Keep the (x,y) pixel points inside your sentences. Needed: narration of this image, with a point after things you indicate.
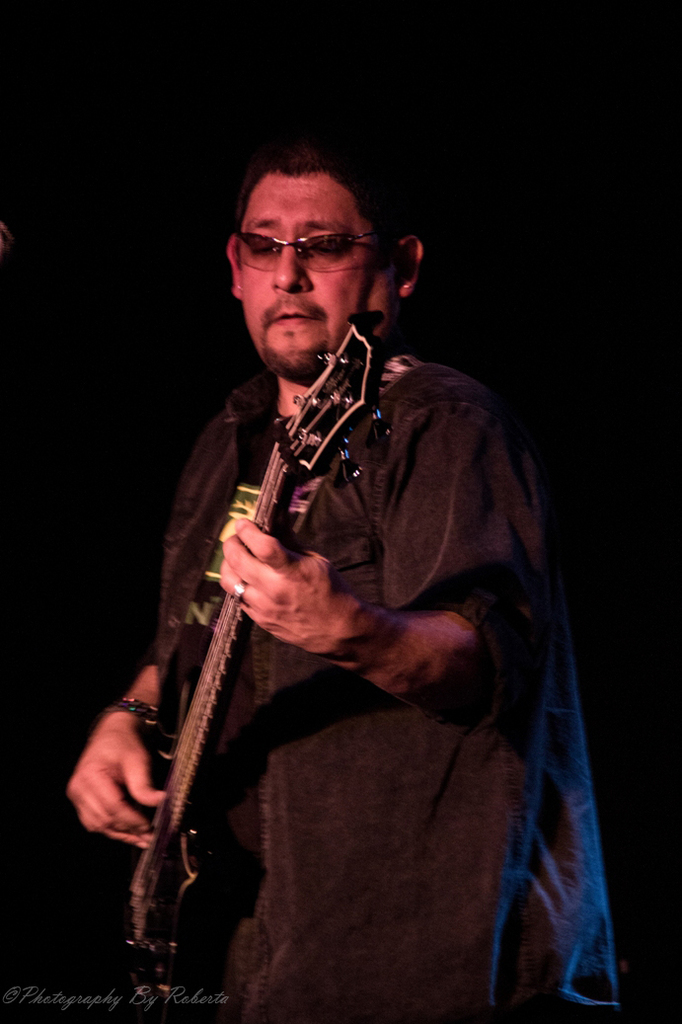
a person (314,518) standing and playing a guitar (293,441).
